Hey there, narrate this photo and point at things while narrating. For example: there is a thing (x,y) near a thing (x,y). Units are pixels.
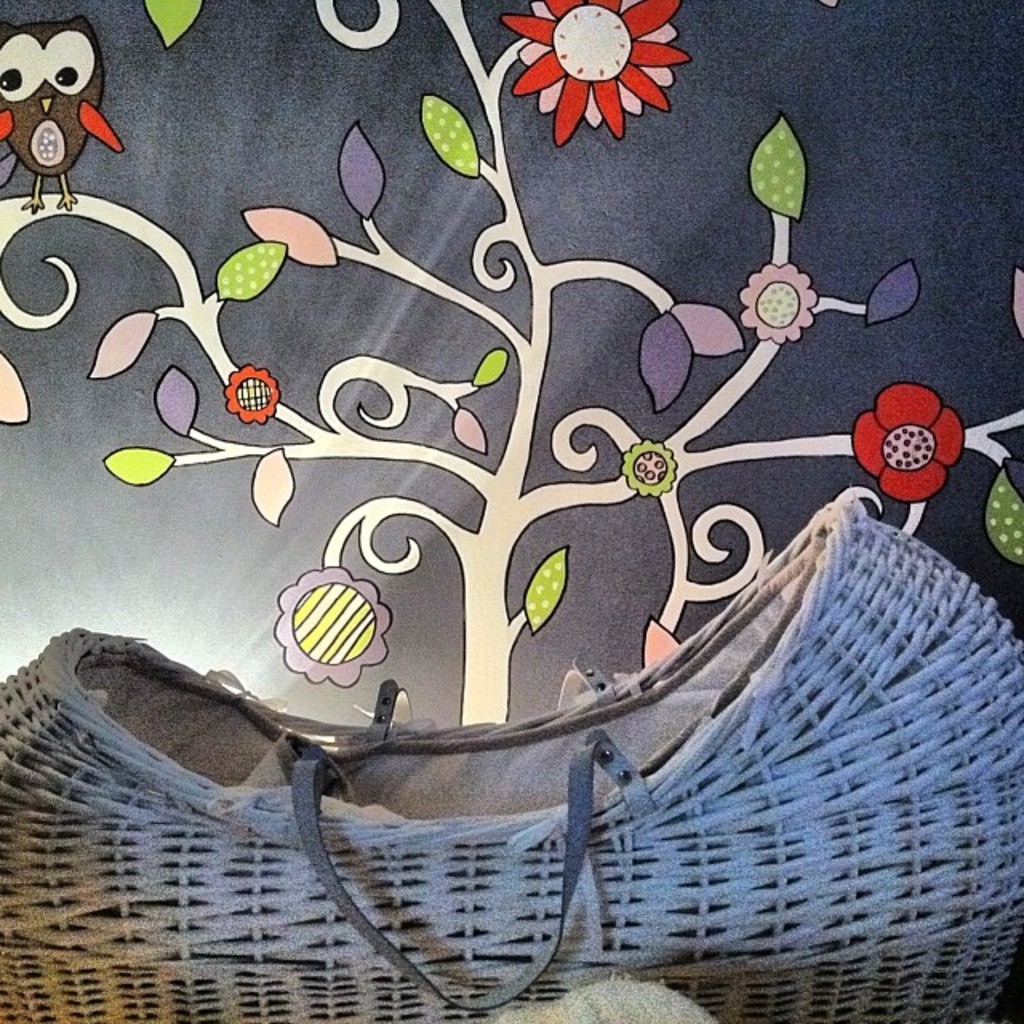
In this image in the front (517,936) there is a basket (482,853). In the background (516,439) there is a wall (509,385) and on the wall (63,597) there is a painting (379,451).
